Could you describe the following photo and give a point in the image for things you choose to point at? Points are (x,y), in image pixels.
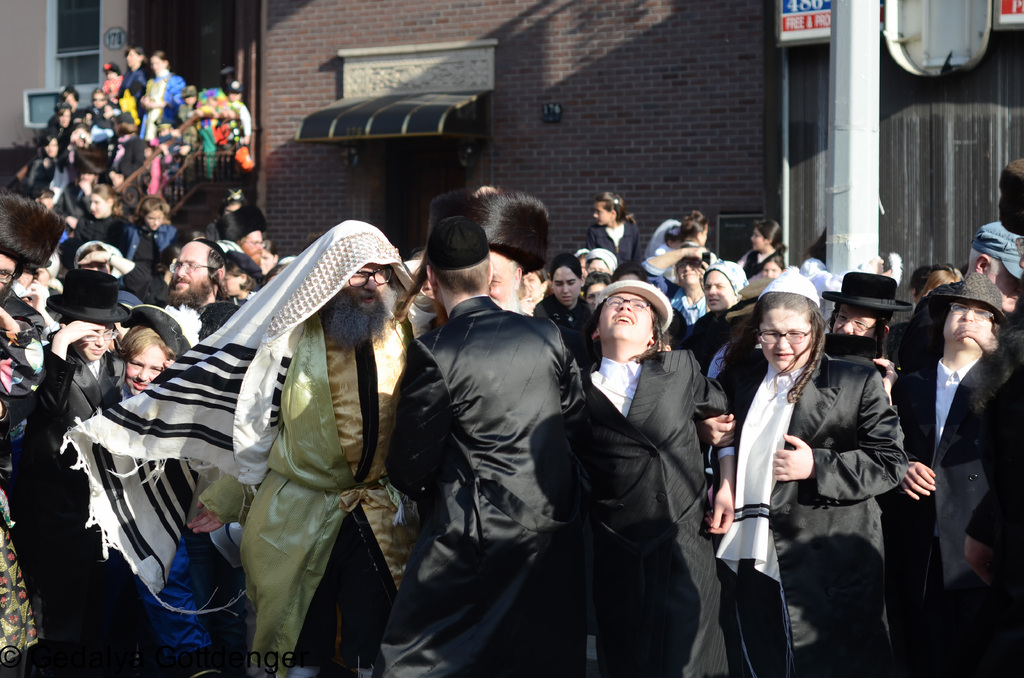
In this picture I can observe some people (261,372). There are men (382,368) and women (99,212) in this picture. Some of them are wearing black color hats (116,318) on their heads (101,351). In the background (589,83) there is a building (331,46) which is in brown color. On the right side (828,150) I can observe white color pole (830,162).
